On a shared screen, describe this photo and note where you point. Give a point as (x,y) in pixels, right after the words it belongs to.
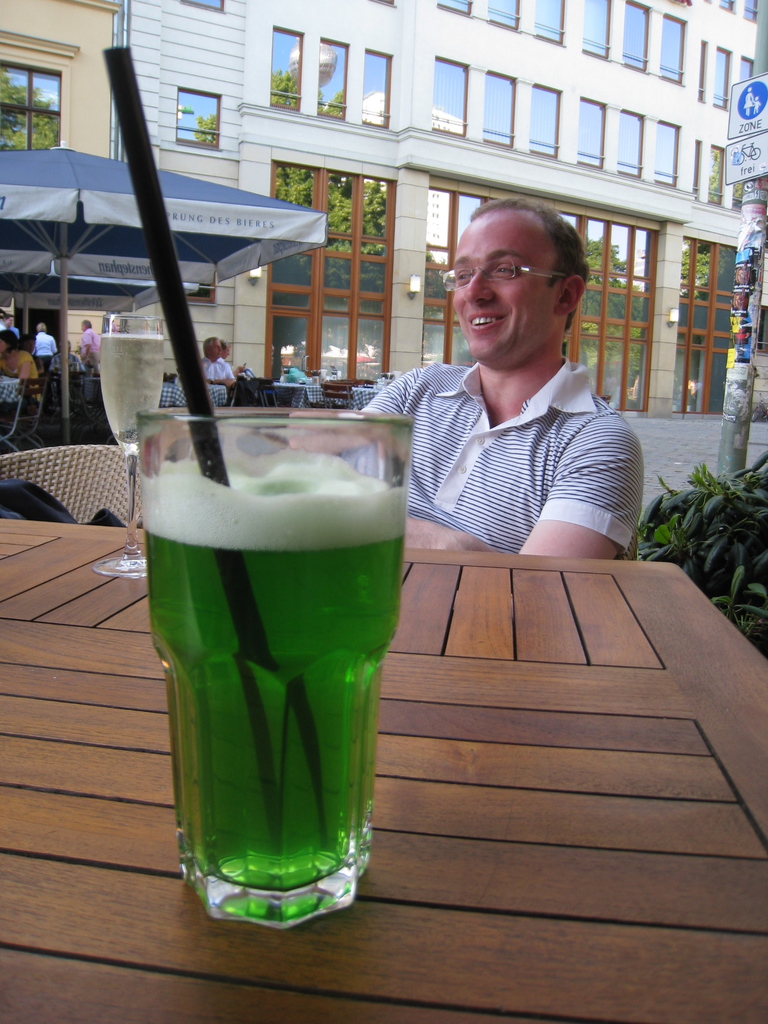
In this image I can see a glass (207,671) on the table (450,882), in the glass (371,697) I can see some liquid (345,652) in green color and the table (421,695) is in brown color. Background (543,504) I can see a person (546,479) sitting wearing white color shirt (546,489), I can also see a tent (200,180) in blue and white color, few other persons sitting and background (419,146) the building (231,56) is in white color.
